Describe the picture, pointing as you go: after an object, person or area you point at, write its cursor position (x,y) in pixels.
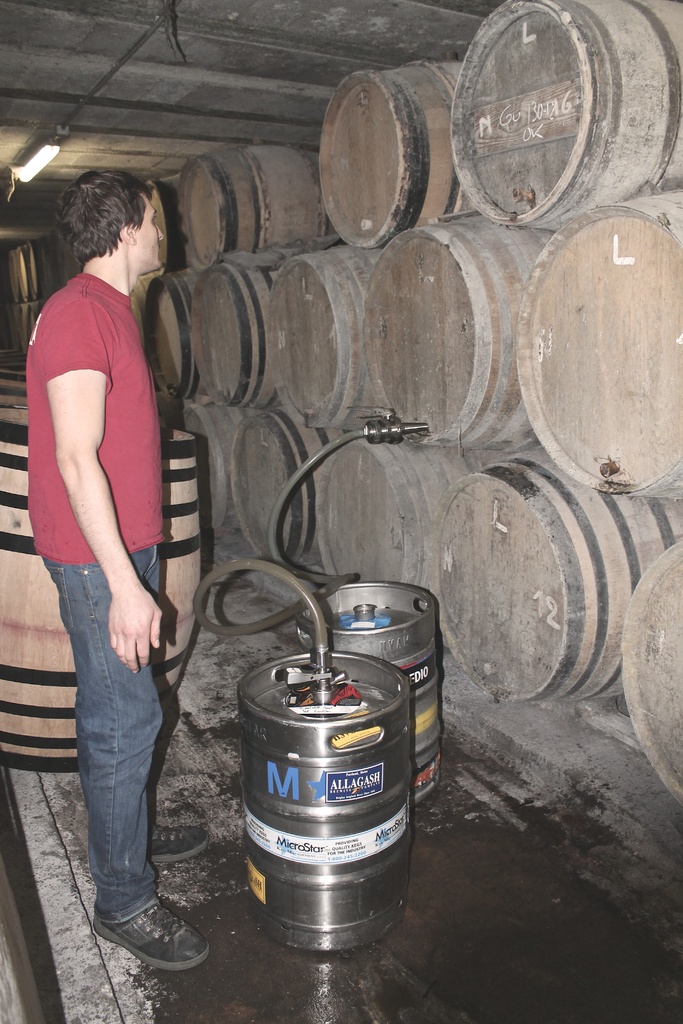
In this picture we can see a person (120,655), side we can see some containers (436,454), we can see a pipe connection (372,436) between two containers (493,432).
